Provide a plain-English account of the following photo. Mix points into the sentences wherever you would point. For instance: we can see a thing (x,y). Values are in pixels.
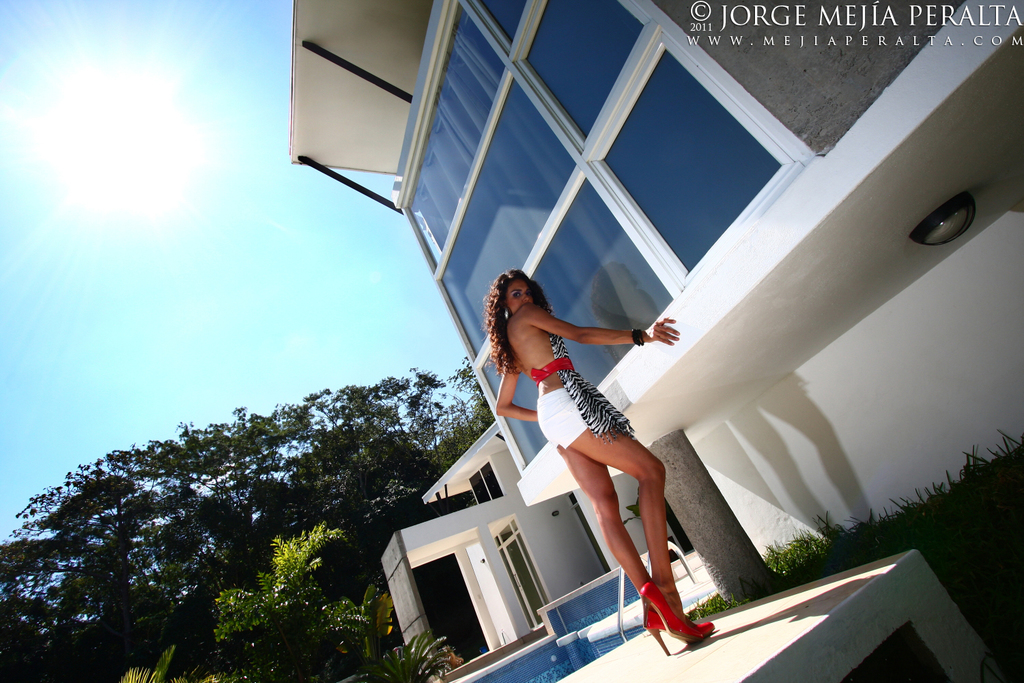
In this picture there is a girl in the center of the image (500,270) and there is a building (576,106) at the top side of the image (602,93), there are trees (391,453) on the left side of the image (145,447).
